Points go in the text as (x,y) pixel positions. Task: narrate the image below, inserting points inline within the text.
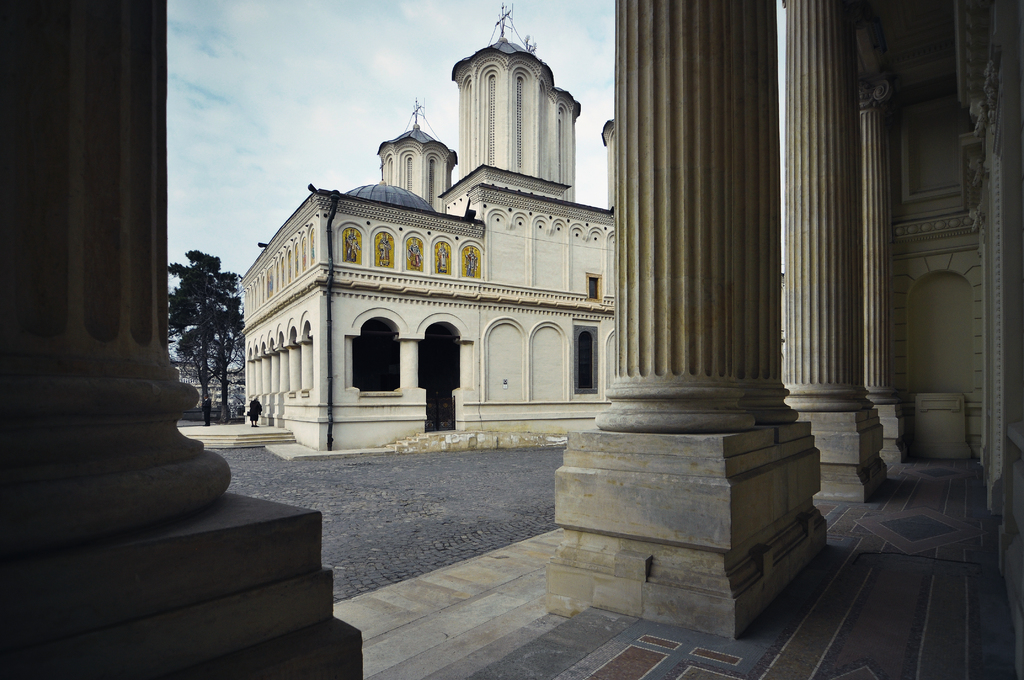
In this image we can see a building (423,320). In the foreground (929,363) we can see a wall (922,374) and pillars (681,435) of a building (884,441). In the background (209,356), we can see a person (208,408) and a tree (220,377). At the top (399,79) we can see the sky (281,179).
